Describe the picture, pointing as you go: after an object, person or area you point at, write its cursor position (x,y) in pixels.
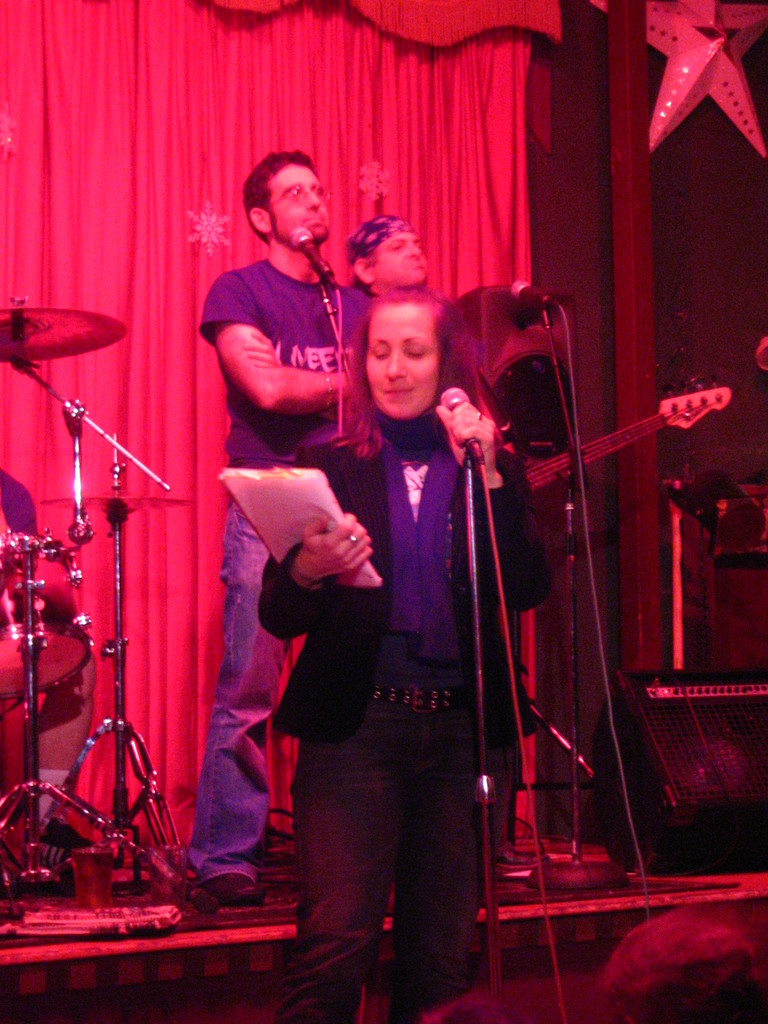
There are three people (384,405) standing. I can see the mics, which are attached to the mike stands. This woman (374,546) is holding a paper (331,509) and a mike (467,444) in her hands (467,444). I think this is a guitar (655,428). These look like the drums (69,580). This is a stage (699,900). I can see a curtain (182,378) hanging. At the top right side of the image (669,90), I can see an artificial star (692,76).
